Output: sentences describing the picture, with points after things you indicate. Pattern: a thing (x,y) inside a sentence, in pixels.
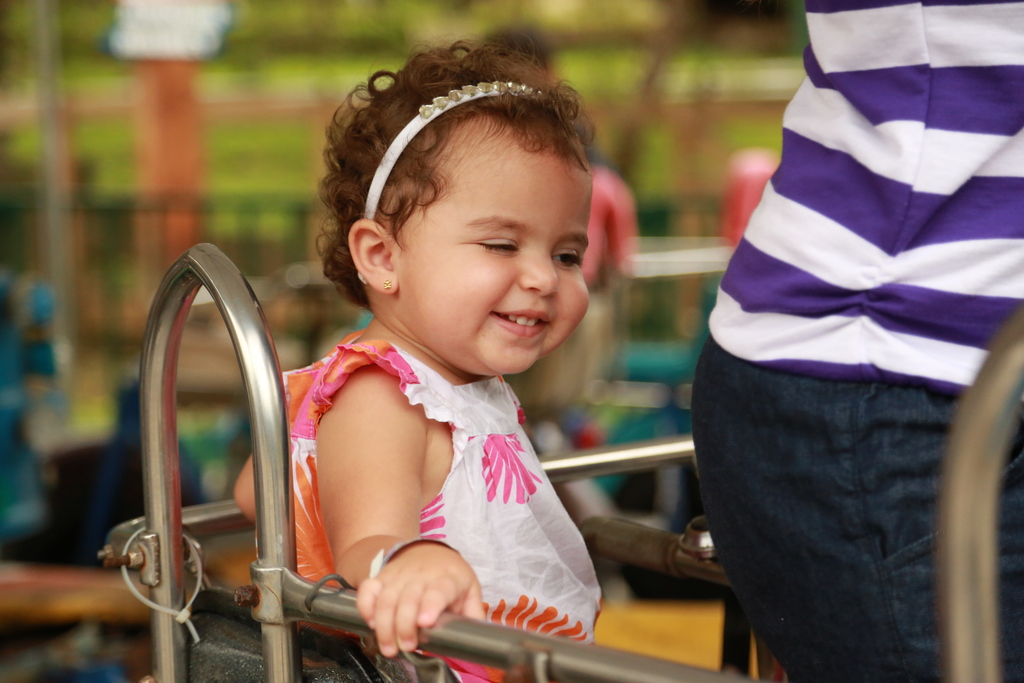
In this image, we can see a kid (484,454) wearing clothes (503,468). There is a metal frame (287,608) at the bottom of the image (708,681). There are clothes (789,310) on the right side of the image (905,334). In the background (81,507), image is blurred.
